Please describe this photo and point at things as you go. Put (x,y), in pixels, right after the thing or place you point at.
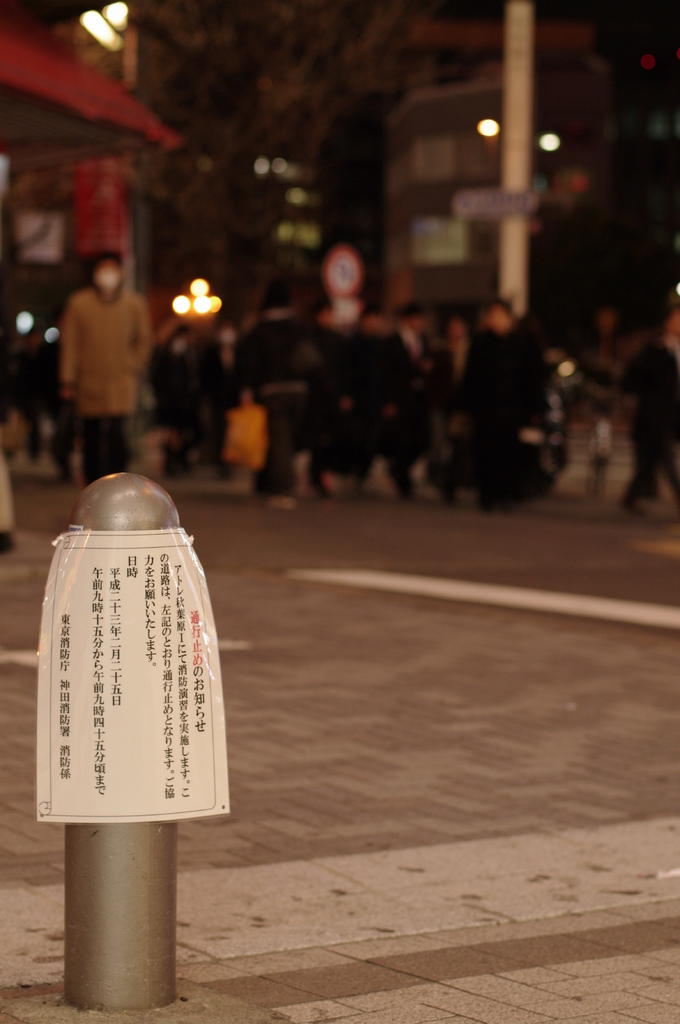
There is a pole (134,756) with a notice (129,694) on that. In the background (506,427) it is blurred and there are many people (417,410).
